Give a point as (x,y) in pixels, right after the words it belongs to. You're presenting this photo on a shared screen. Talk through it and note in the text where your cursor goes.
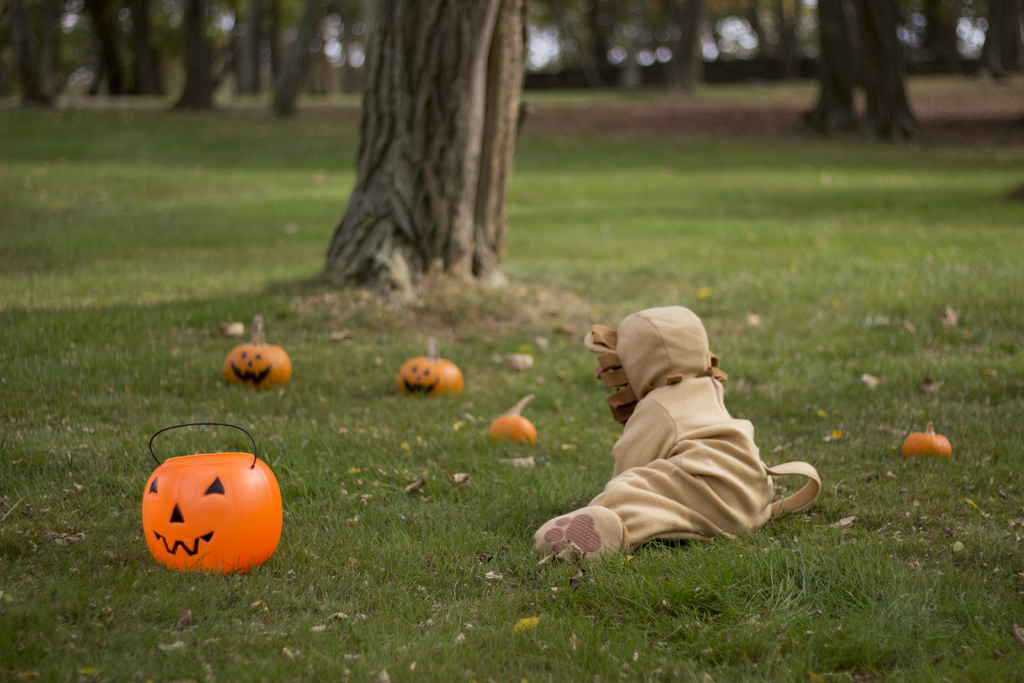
In this image we can see a child (698,482) wearing a costume (700,493) is sitting on the ground (757,570). In the background (254,376), we can see a group of pumpkins (265,367) and a container (170,516) placed on the ground (470,547) and a group of trees (840,133).
